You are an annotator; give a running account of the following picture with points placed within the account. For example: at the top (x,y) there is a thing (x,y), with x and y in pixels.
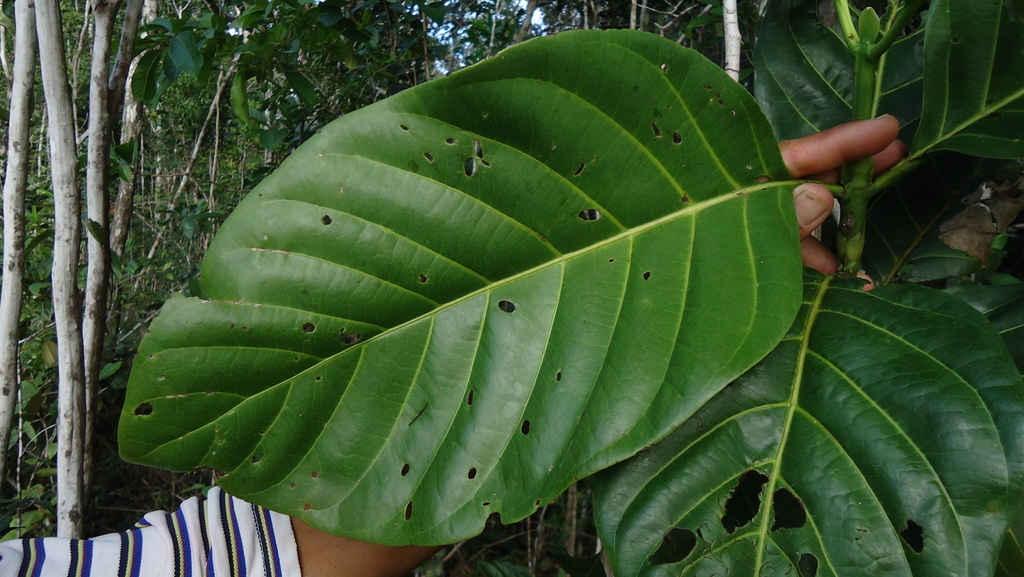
In this image I can see a plant (723,84) on the right side (985,133) and I can see a person hand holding a leaf (727,341) and I can see trees (333,56) in the middle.
